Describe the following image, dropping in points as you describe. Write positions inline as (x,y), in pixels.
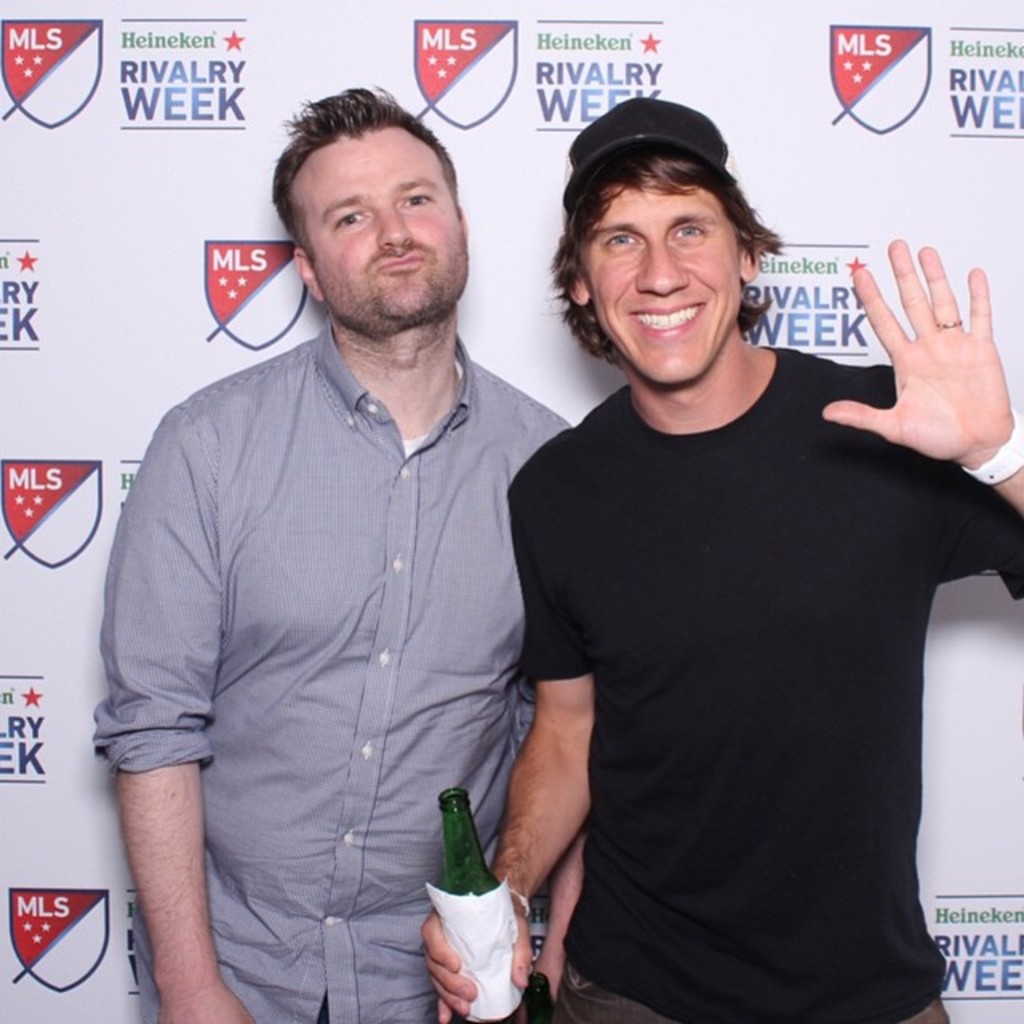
This picture and two men (536,818) standing and one of them is smiling, holding a beer bottle (466,1020) in his right hand (521,960) and there is a banner (79,343) behind them.
